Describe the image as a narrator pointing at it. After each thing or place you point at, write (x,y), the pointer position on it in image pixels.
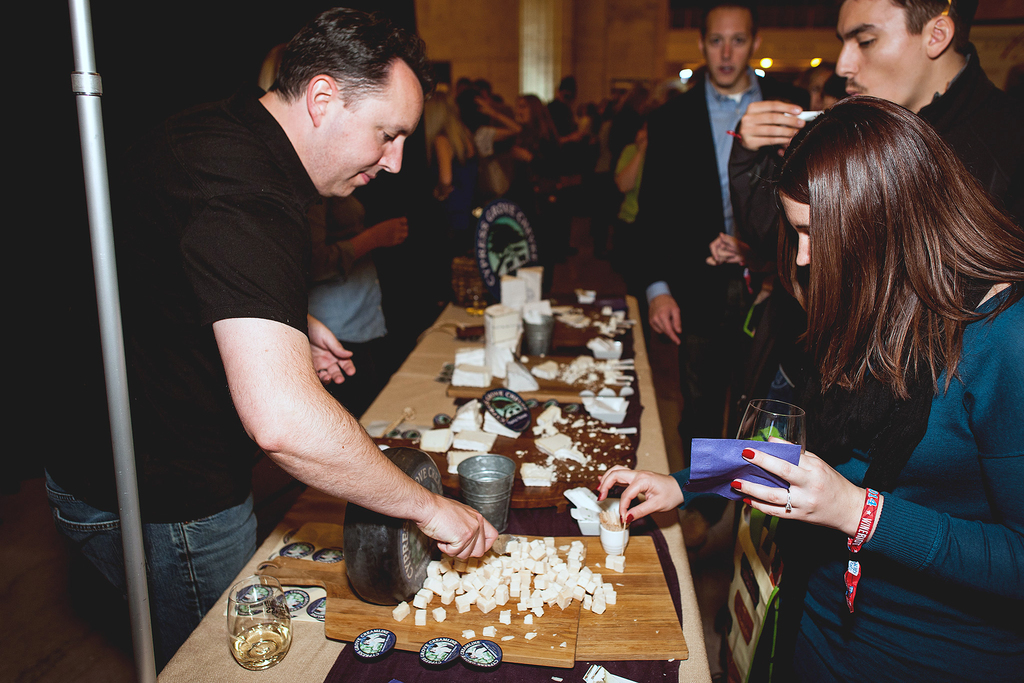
This picture is taken inside the room (767,55). In this image, on the right side (912,558), we can see a group of people (857,74) standing and holding glass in their hand (841,479) and a group of people (888,225) standing in front of the table (679,671). On the left side (282,179), we can also see a group of people (285,170) standing in front of the table (697,639), on the table (689,654), we can see a glass (245,638), glass (245,638) with some drink (245,638) and some food items (571,315). In the background (547,6), we can see a group of people (703,317) and a curtain (537,38).
